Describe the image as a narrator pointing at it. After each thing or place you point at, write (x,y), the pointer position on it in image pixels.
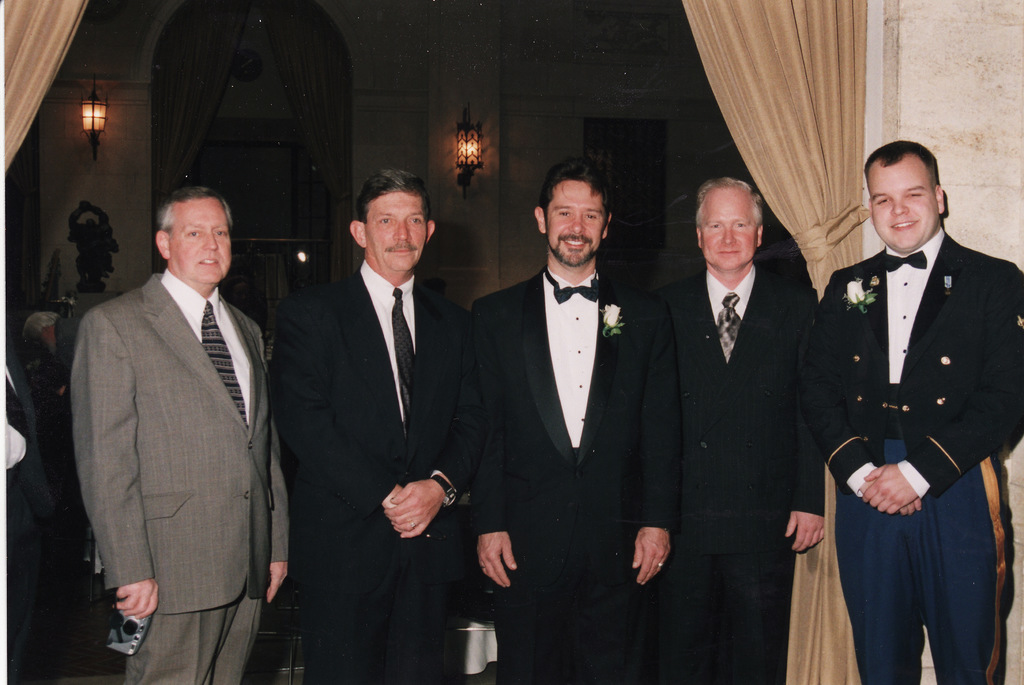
In this picture we can see a group of people (355,382) on the ground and in the background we can see a wall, curtains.
